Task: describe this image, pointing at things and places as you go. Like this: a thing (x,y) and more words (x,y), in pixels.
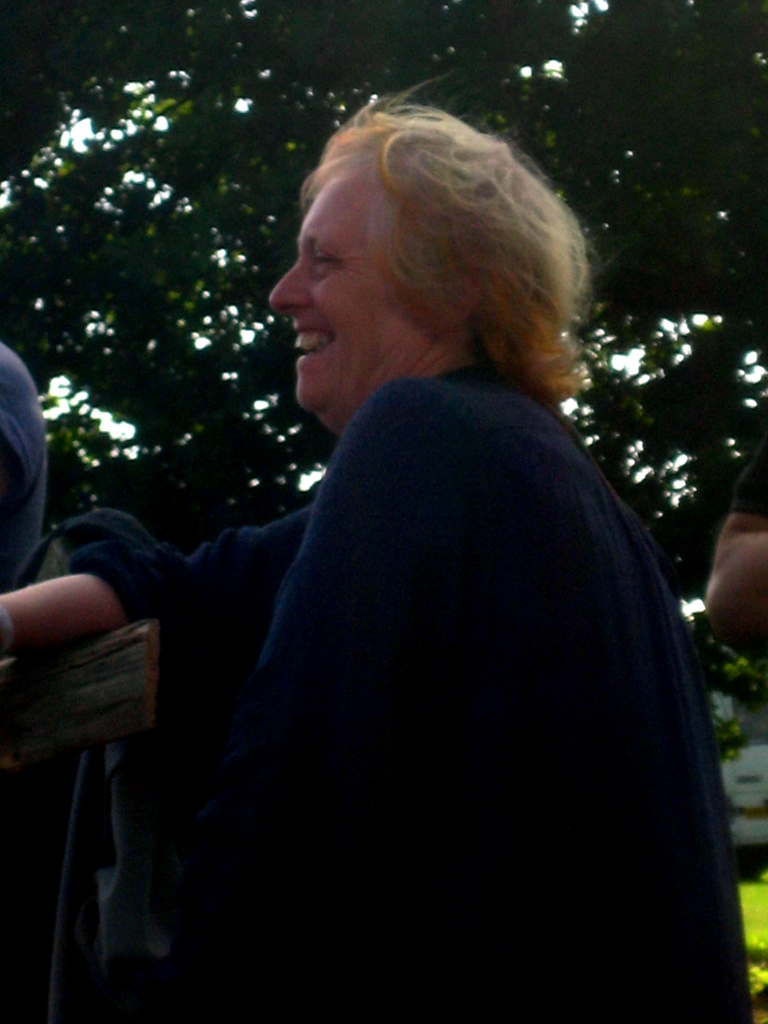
In this image I can see a person (297,572) standing and keeping her hand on an object (134,638). There are two other persons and in the background (147,102) there are trees (336,61).
